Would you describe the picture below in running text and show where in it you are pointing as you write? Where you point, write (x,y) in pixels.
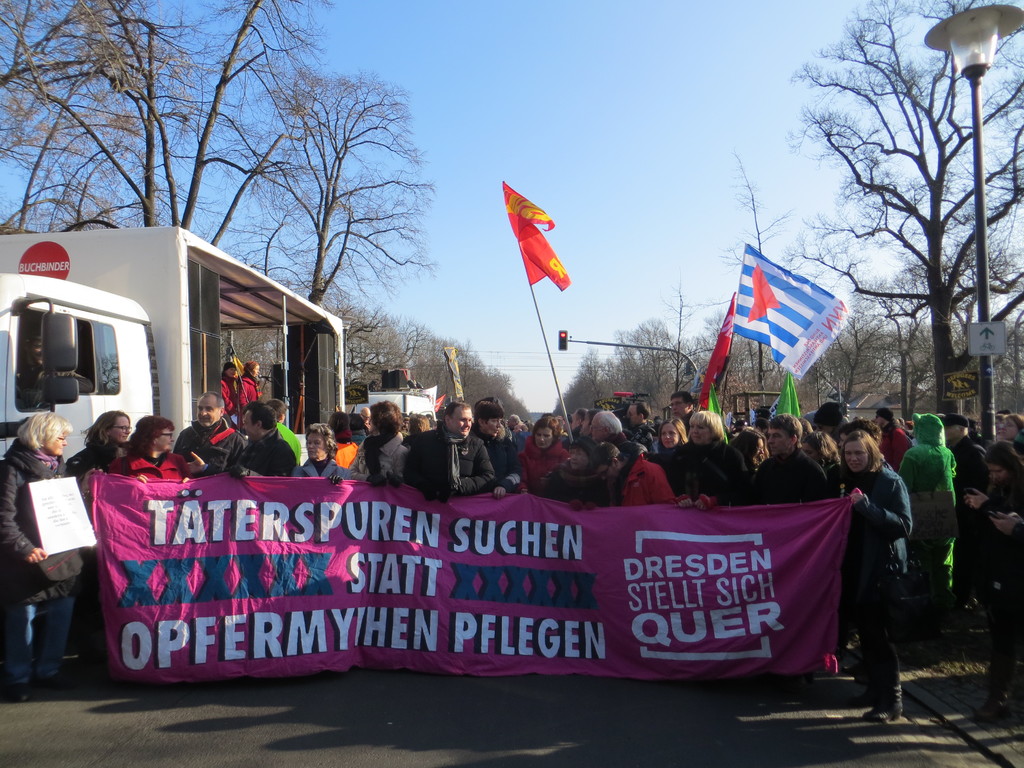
In this picture I can see group of people (955,459) standing and holding flags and a banner (578,526), there are vehicles (304,376), there are poles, lights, there are trees (857,360), and in the background (581,120) there is the sky (604,68).
